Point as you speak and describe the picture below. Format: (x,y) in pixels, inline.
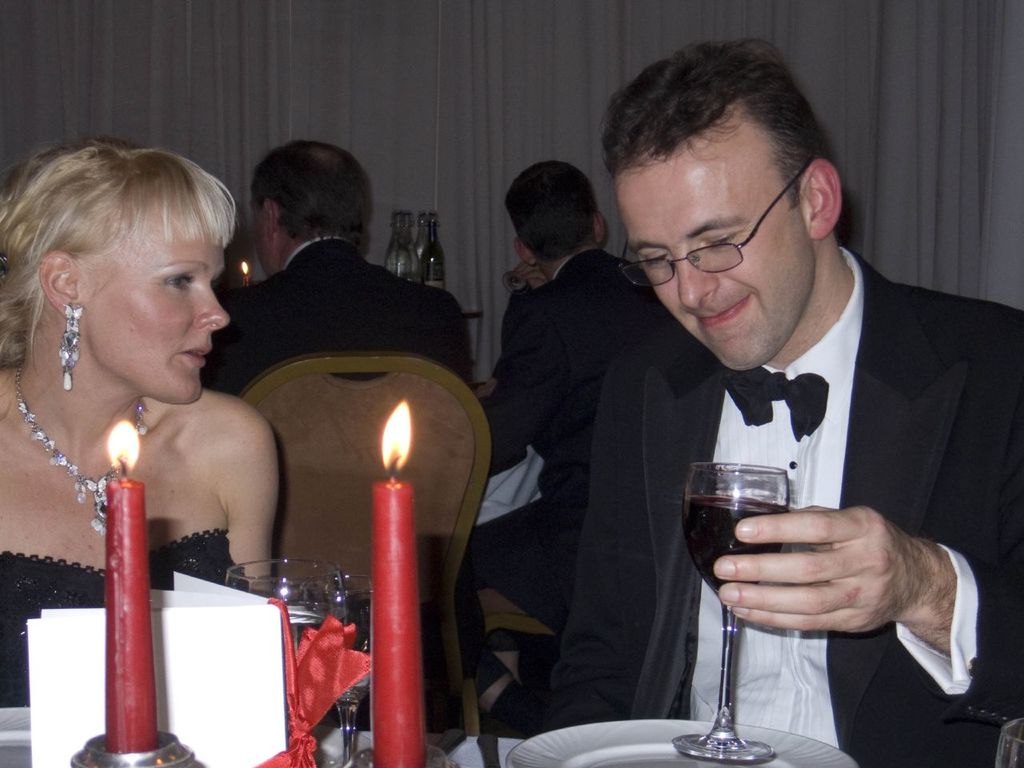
In the image we can see four persons (527,193) were sitting on the chair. In front (903,526) on the right side (866,520) we can see man (841,500) holding wine glass (786,508) and he is smiling. Coming to the left (76,502) the woman (206,513) she is not smiling. In front (131,689) we can see candles (117,678) on the table (322,740). And back of them we can see curtain (475,182).
